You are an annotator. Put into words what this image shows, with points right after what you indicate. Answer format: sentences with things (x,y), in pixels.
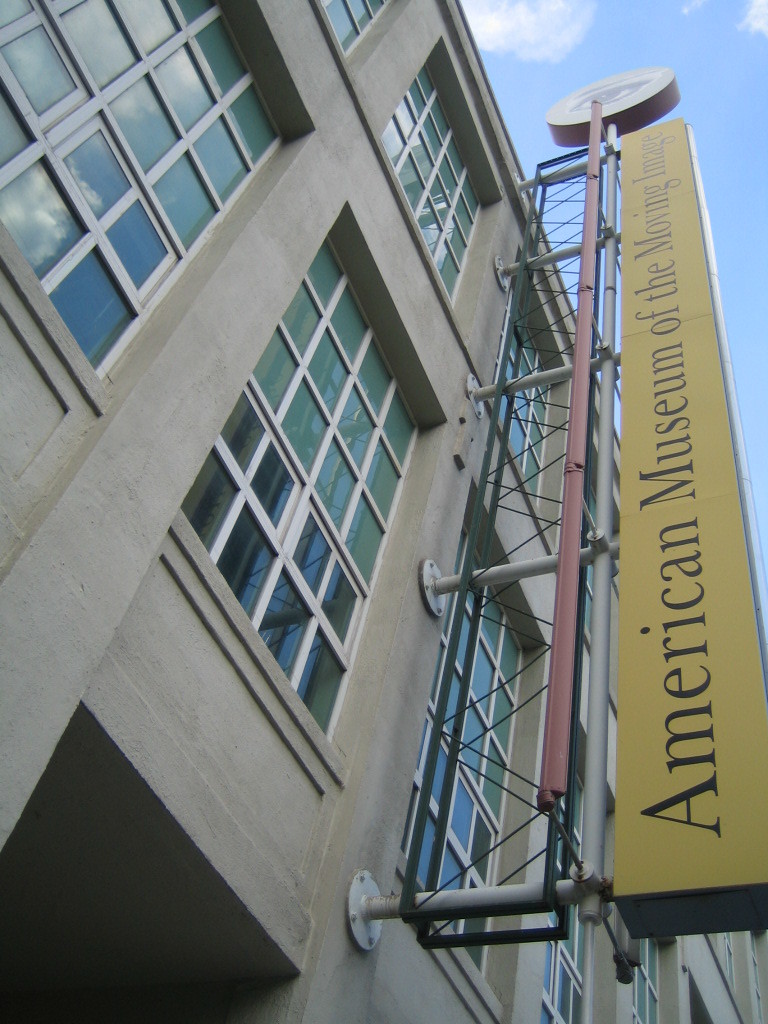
Here I can see a building (119,357) along with the windows (66,247). On the right side (671,618), I can see a board (654,696) to a metal rod (583,560) which is attached to the wall (366,751). On this board (690,626) I can see some text (671,294) in black color. On the top of the image (677,35) I can see the sky (647,38) and clouds (532,27).
